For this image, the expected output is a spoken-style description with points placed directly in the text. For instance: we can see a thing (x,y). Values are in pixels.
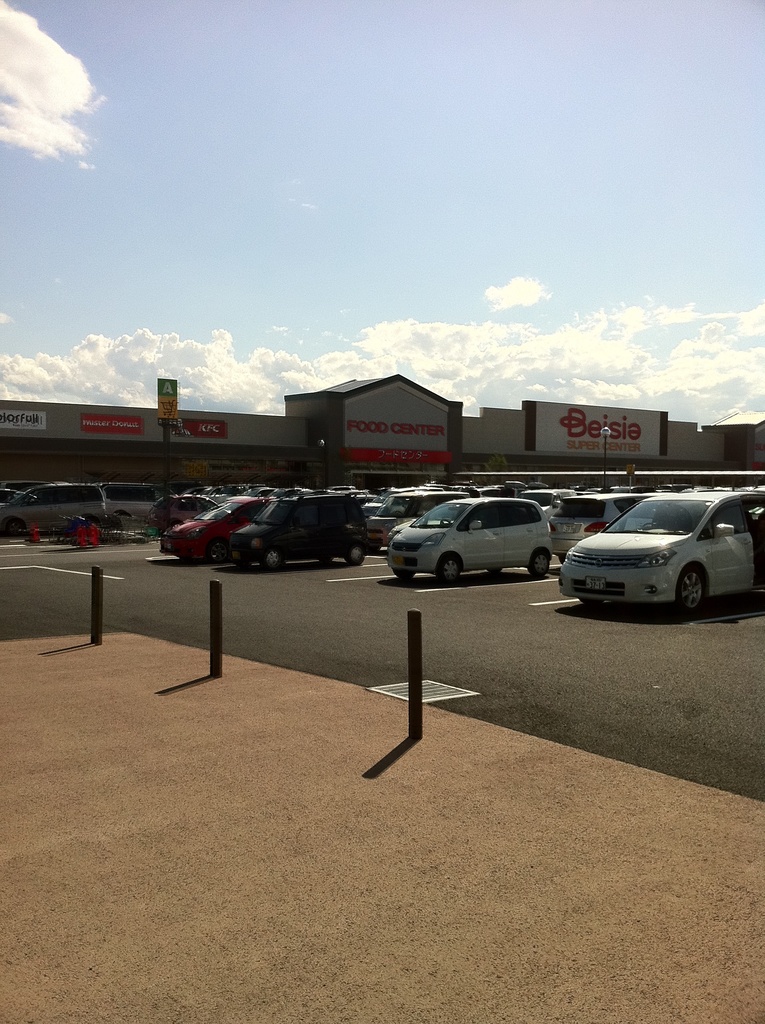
In this picture I can see vehicles (351,534), there is a building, there are boards (646,417), and in the background (439,304) there is the sky (405,251).
